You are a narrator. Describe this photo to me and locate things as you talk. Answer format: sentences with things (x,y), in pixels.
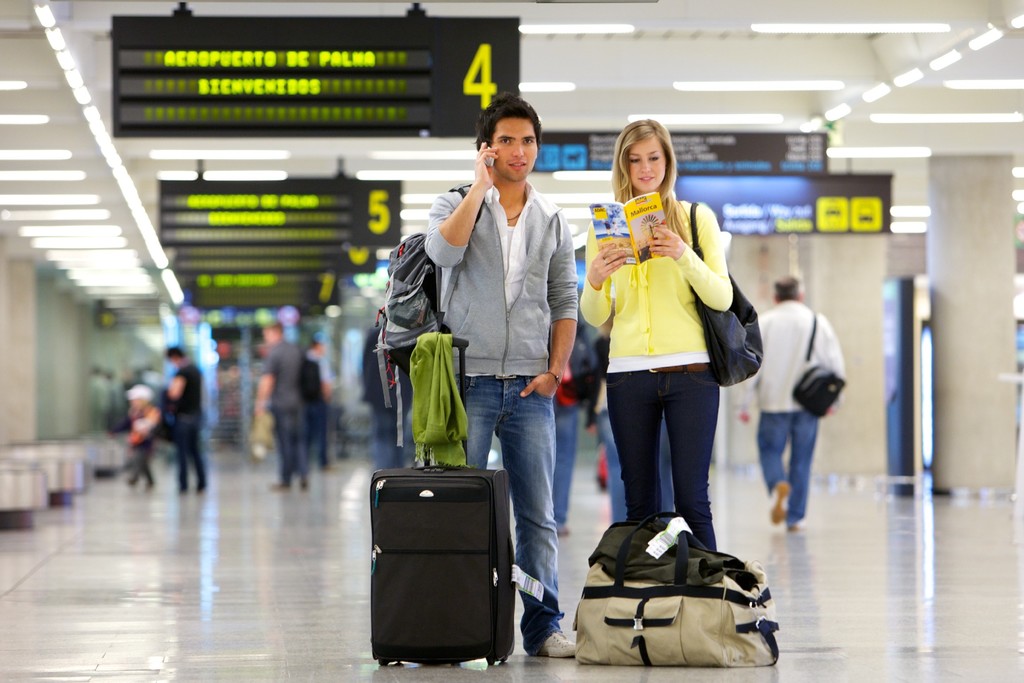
The picture is clicked inside an airport (238,390) where there are two people (487,324) standing with the luggage (641,567), in the background (762,447) we observe many people (374,381) walking and to the roof (756,53) there are white lights (806,32) and labels (319,94) indicating the area 4,5,6,7.
